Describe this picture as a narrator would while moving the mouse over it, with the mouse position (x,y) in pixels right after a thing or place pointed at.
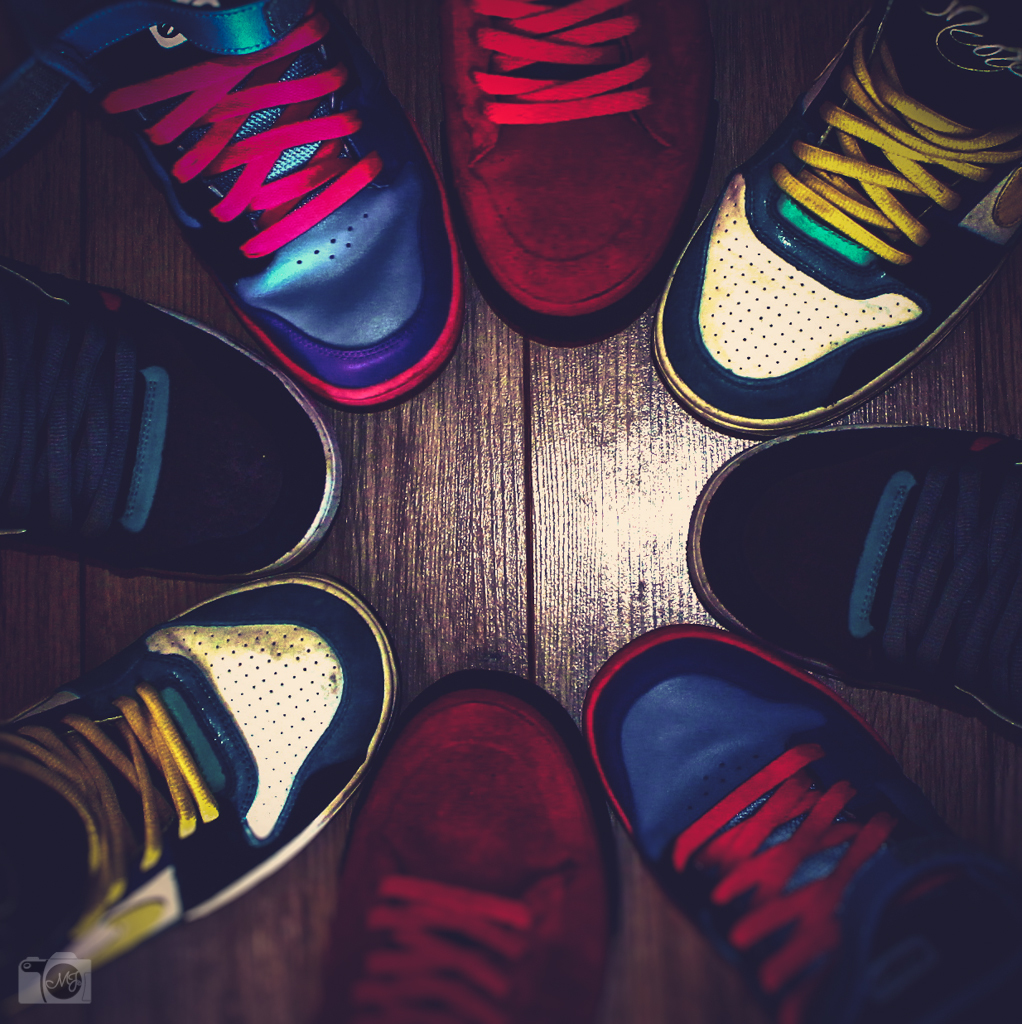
In this image I can see the shoes (213,421) which are colorful. These shoes (670,729) are on the brown color surface (460,584).
